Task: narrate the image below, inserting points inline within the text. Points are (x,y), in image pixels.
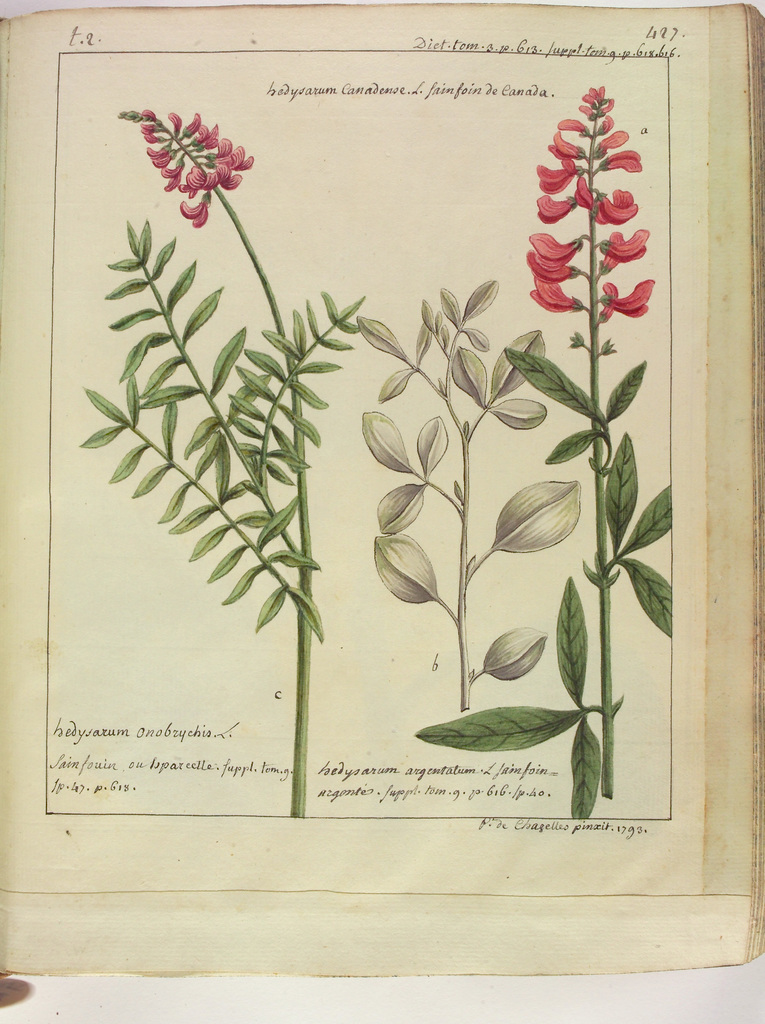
In this image, we can see an open book (270,805). On the paper (316,736), we can see few plants (516,659), text (550,820) and numbers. Here we can see white color.
